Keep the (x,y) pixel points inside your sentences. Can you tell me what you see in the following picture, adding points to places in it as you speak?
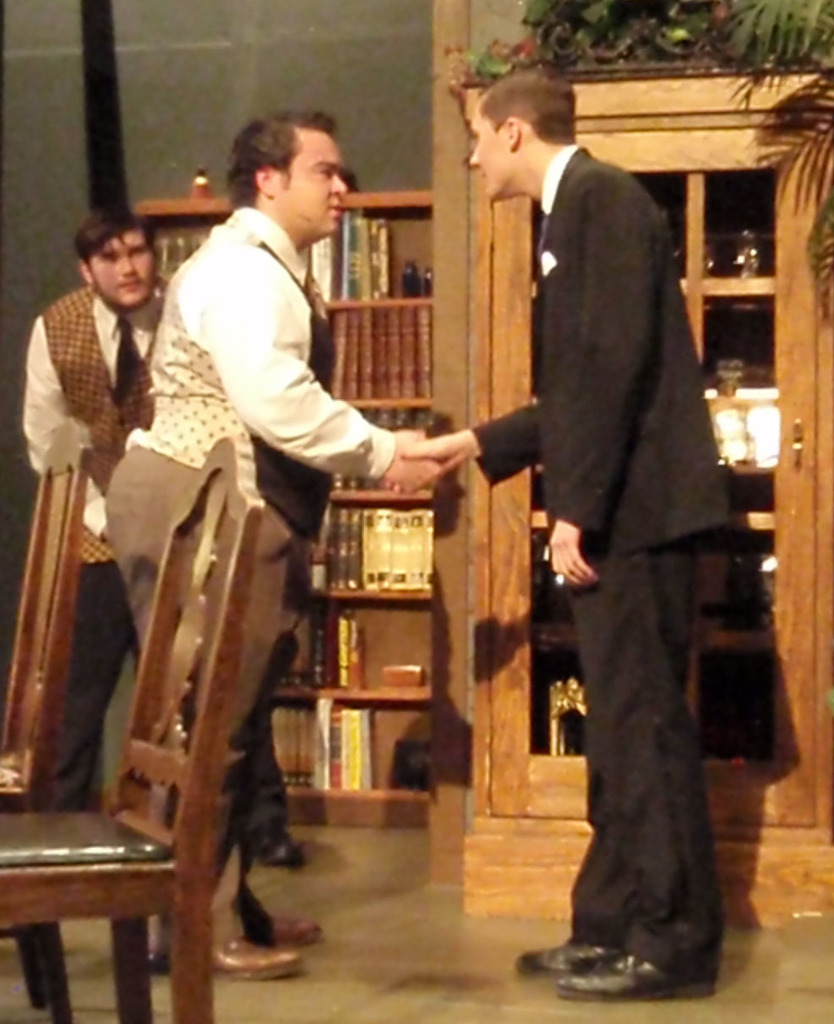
In this image there are two persons (580,430) who are standing and shaking their hands (423,435) with each other. On the right side (642,547) there is one person (621,482) who is wearing a black shirt (579,520), on the left side (272,217) one person (185,397) who is standing and he is wearing white shirt (211,326) beside that man (167,326) another man (92,395) is standing on the right side of the image (762,363) there is one cupboard (730,341) and on the cupboard (734,141) there are some plants (781,24) on the left side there is another cupboard (377,420) and in that cupboard (373,645) some books (389,331) are there. On the left side (158,858) there are two chairs (51,742).
